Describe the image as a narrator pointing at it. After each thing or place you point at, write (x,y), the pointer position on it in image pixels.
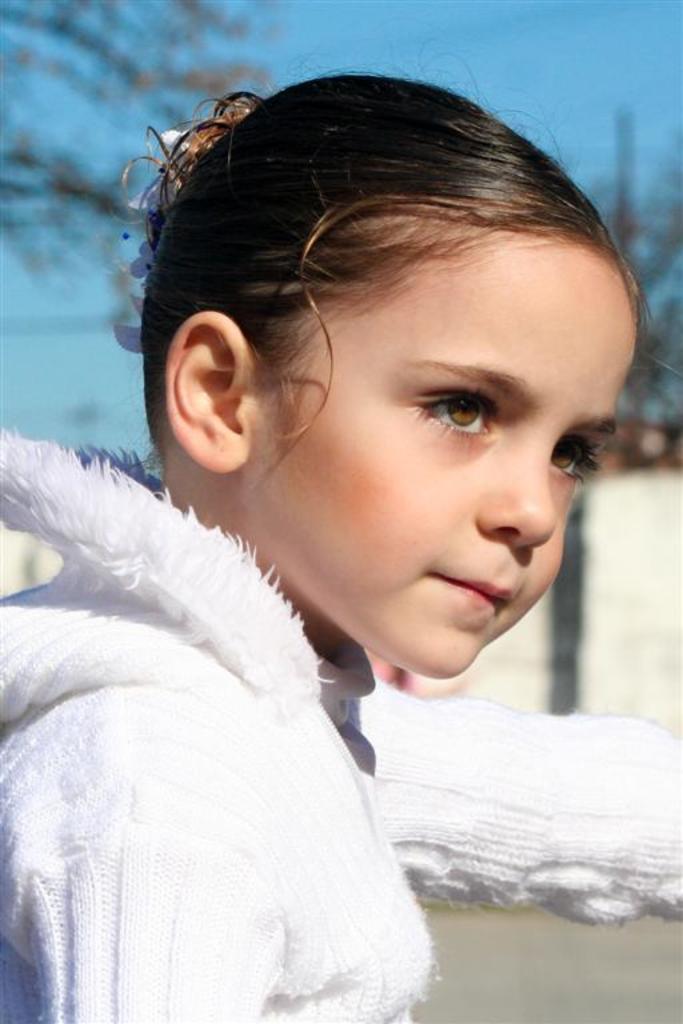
In this image I can see a girl (266,769) wearing a white color jacket (218,819) and facing towards the right side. In the background (606,580) there is a wall (655,547) and a tree (671,398). At the top of the image (552,22) I can see the sky (534,75).
